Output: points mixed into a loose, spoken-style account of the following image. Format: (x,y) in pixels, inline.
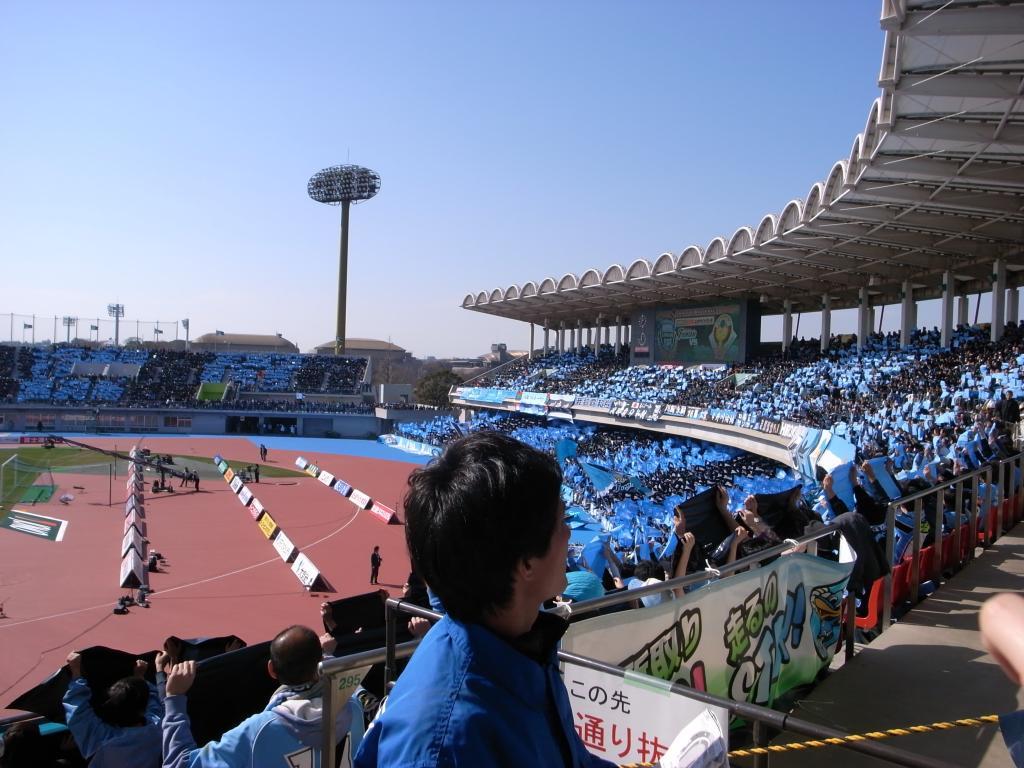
In this picture we can see a group of people (852,370) where some are sitting on chairs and some are standing, poles (339,334), fence (15,334), net (50,477) and in the background (297,320) we can see the sky (313,324).
